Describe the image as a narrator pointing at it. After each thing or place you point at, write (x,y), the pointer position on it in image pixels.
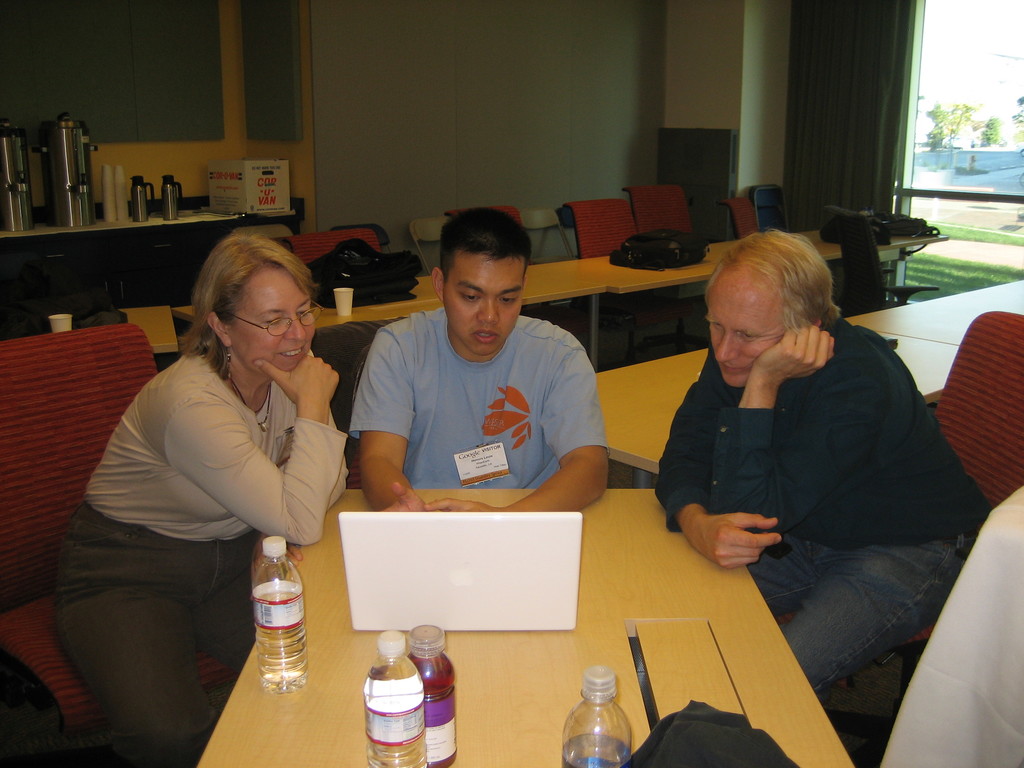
There are three members (277,414) sitting around a table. On the table (461,682) there is a laptop (385,593) water bottles (415,649). In the background (669,365), there are some tables (560,272) and chairs (364,237). There is a flask (61,166) with some glasses (107,190). In the background (408,107) there is a wall (437,100).
